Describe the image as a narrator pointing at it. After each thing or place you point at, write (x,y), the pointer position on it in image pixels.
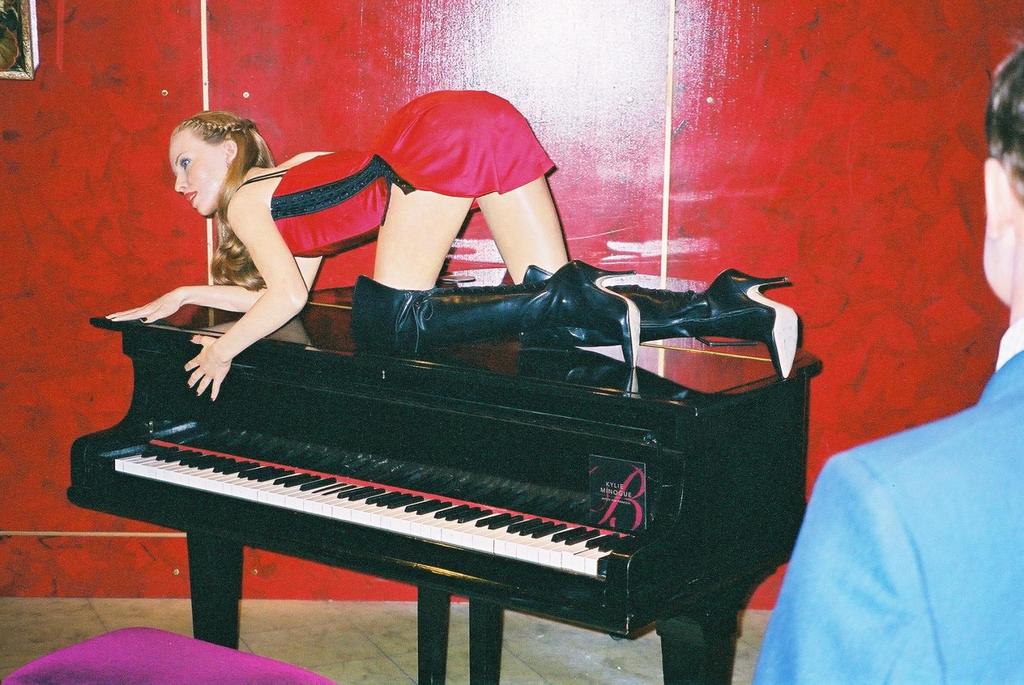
Above the piano (391,355) there is a person (368,226). On the background (592,68) we can see wall (658,69). This is floor (17,625).
